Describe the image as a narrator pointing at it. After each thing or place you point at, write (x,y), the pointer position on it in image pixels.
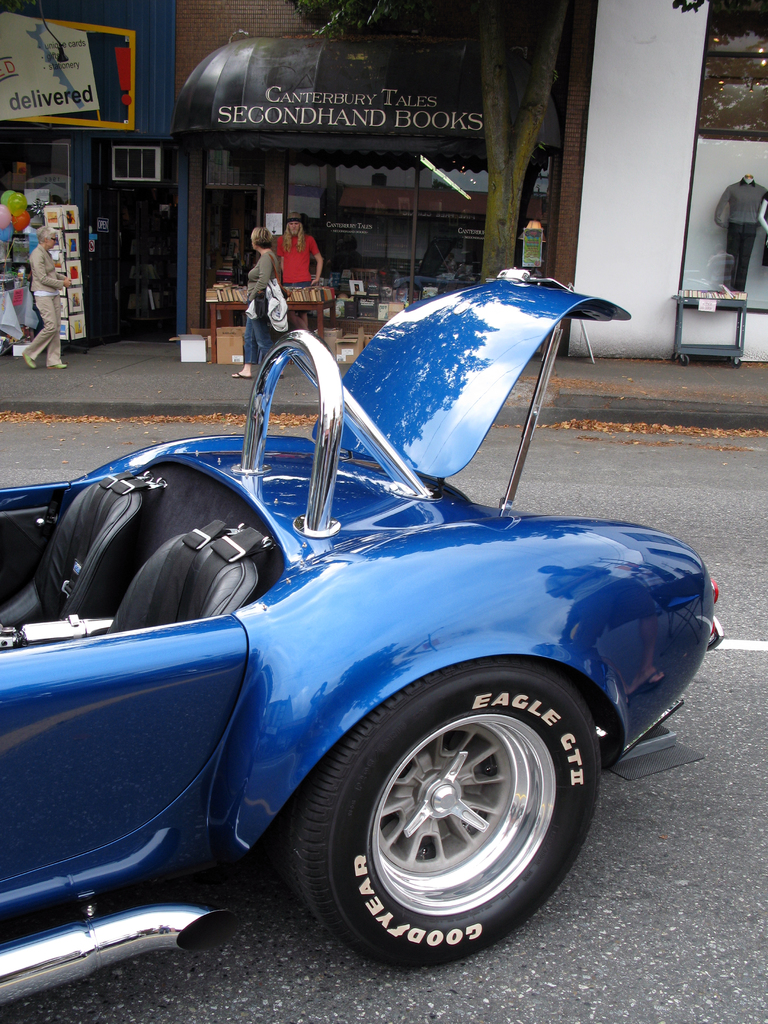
In this picture there is a blue color vehicle (484,854) on the road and there are few stores (349,225) and people (266,242) in the background (346,205).
